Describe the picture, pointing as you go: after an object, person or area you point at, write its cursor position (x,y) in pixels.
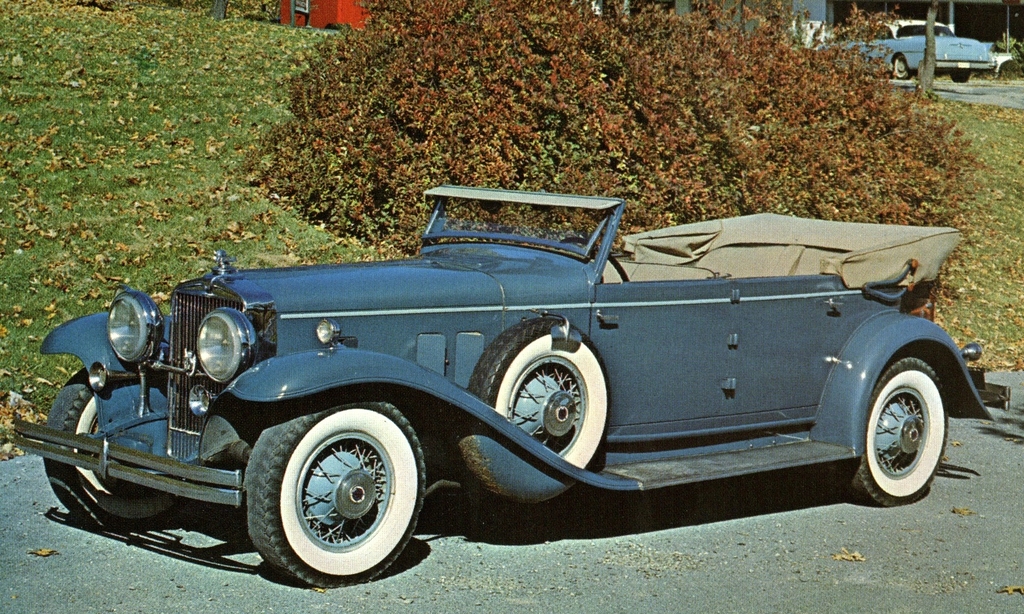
In this image we can see the vehicles (914,38), trees (674,27), grass (194,235) and also the dried leaves (72,263). In the background (326,14) we can see the buildings (346,12). At the bottom (670,574) we can see the road (670,574).
